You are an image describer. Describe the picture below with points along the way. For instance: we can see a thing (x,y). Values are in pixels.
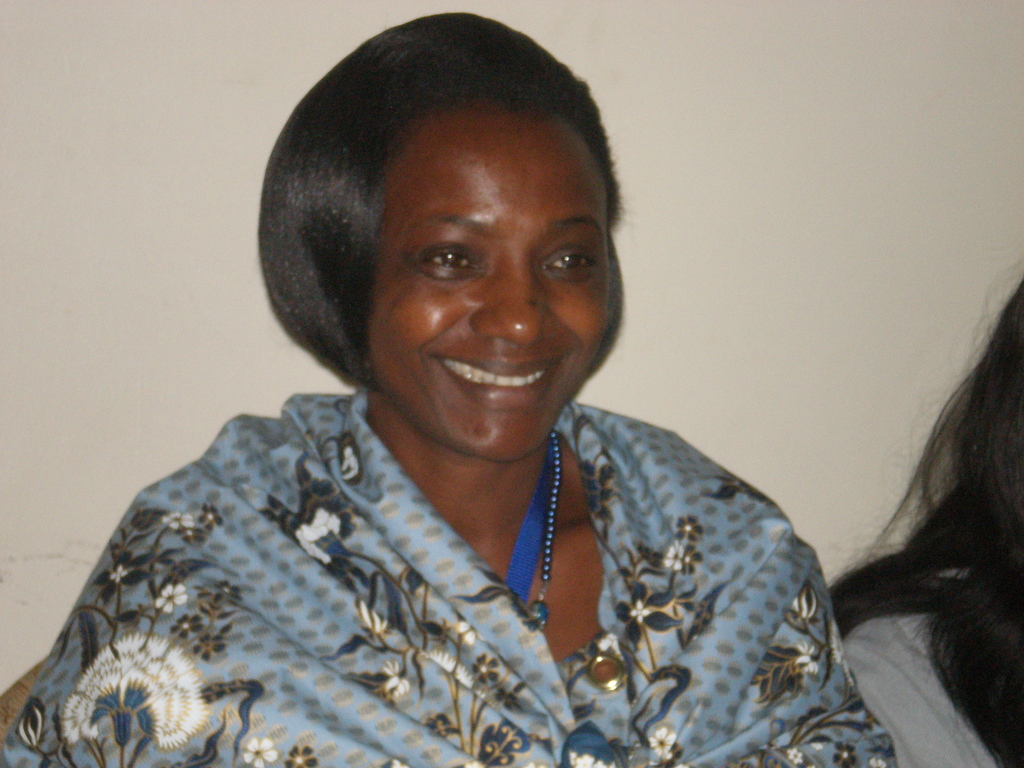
In this picture I can observe a woman (233,523). She is wearing blue color dress (378,647). The woman (466,377) is smiling. On the right side (1008,497) I can observe another woman (922,492). In the background (124,278) there is a wall (778,360).
